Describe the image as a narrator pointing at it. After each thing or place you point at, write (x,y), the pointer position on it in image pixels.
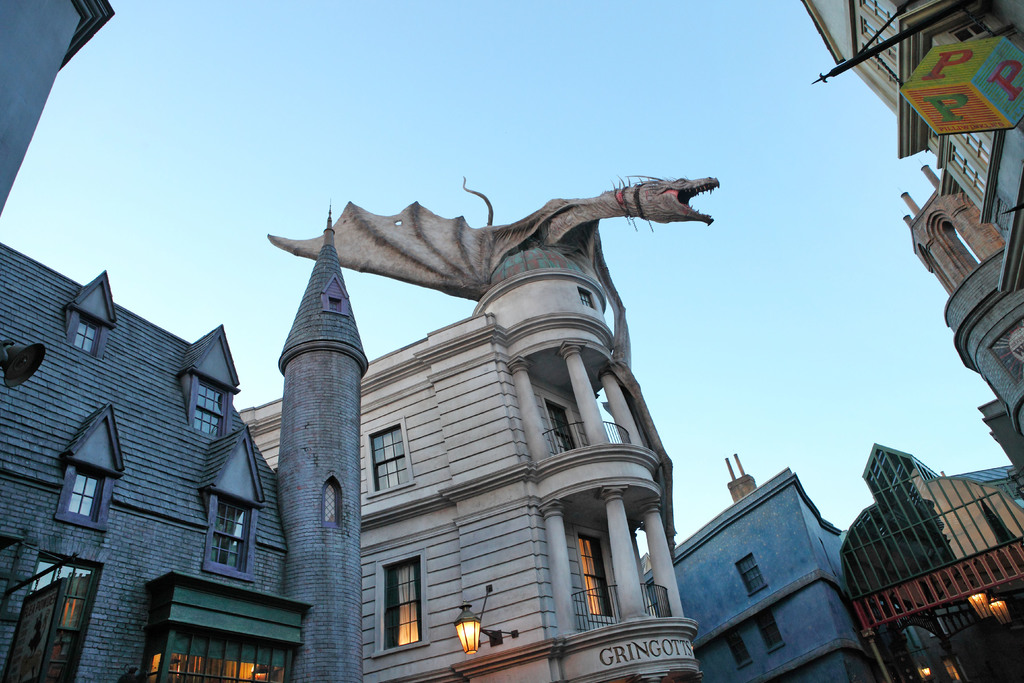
In this image, there are a few buildings (925,54). We can see some objects (941,71) on the right (956,48). We can also see an animal statue (566,230) on one of the buildings (566,370). We can see some lights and the sky (802,332).
